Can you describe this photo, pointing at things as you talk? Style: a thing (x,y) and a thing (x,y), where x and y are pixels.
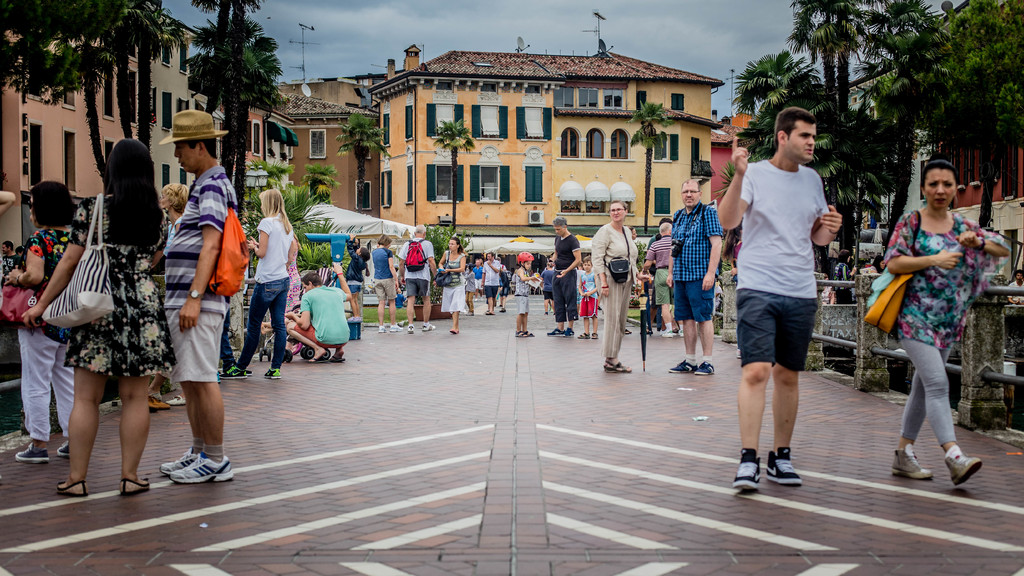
In the picture we can see group of people (63,410) standing and some are walking along the floor (117,559) and in the background of the picture (430,224) there are some trees (304,206), buildings (487,150) and top of the picture (773,42) there is cloudy sky (426,33).
